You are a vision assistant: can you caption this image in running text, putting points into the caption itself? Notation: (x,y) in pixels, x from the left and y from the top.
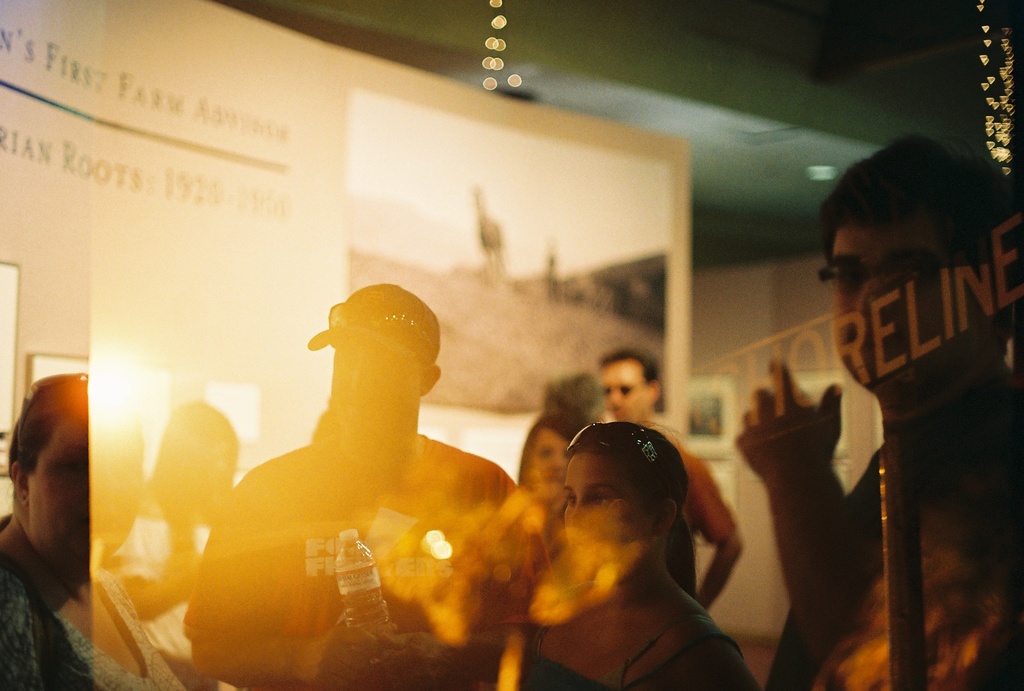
In the picture I can see few persons (404,558) and there is something written in the right corner (841,353) and there are few images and something written in the left corner (135,190).
